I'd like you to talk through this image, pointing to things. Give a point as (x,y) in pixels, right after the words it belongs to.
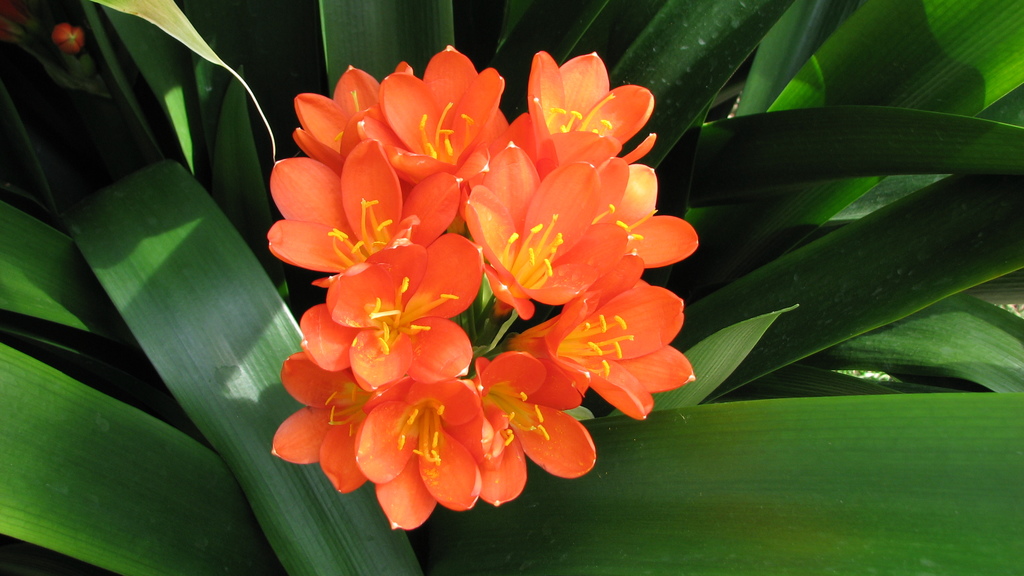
In this picture, we can see some flowers (649,297), and some plants (583,35).
